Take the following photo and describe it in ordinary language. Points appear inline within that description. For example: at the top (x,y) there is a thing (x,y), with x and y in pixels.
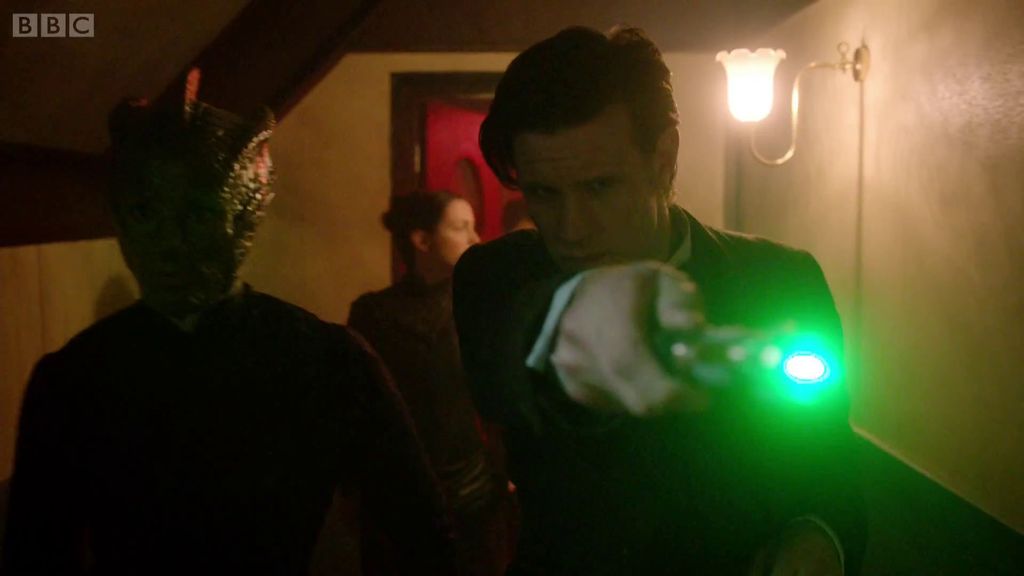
On the right side of the image (705,319) there is a man (718,323) holding a light (759,348) in his hand (606,333). And on the wall (828,176) there is a lamp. Beside the man (625,340) there is a person (179,308) with a face mask (188,246). Behind them there is a lady (426,311). In the background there is a wall (340,204) with a door (437,149).
